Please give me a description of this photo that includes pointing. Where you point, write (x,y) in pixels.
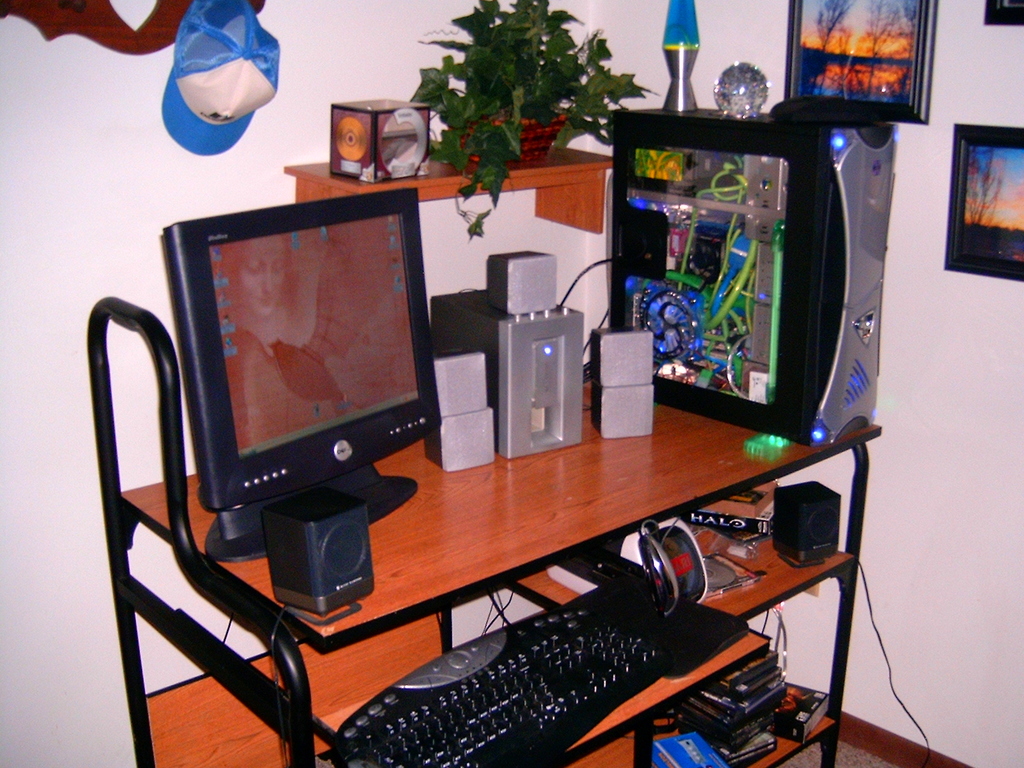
If you look at the middle of an image (383,492) there is a computer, keyboard (555,652), speakers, the computer table (636,481) behind that there is a wall (215,188), cap (207,134).
